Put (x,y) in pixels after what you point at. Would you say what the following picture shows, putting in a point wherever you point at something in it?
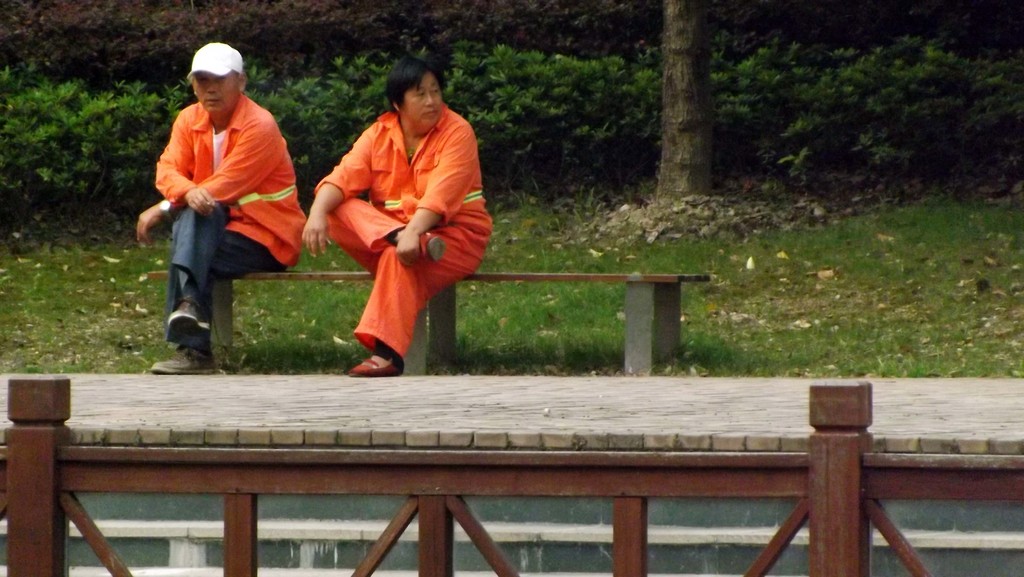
In this image we can see two people (293,247) sitting on the bench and also we can see some trees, plants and a fencing (380,475) at the bottom of the picture (25,432).
